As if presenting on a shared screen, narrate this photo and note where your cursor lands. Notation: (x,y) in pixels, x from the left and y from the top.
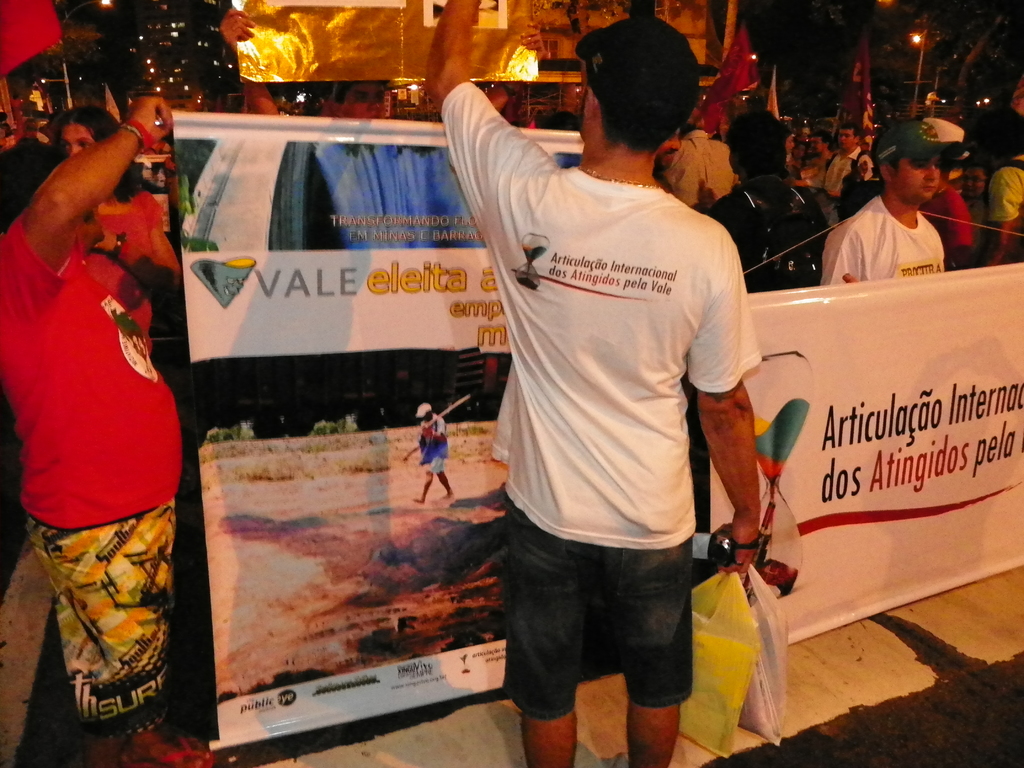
In this picture we can see a man (575,319) in the white t shirt (582,386) is holding polythene bags (710,646). In front of the man (604,371) there are banners (808,353) and groups of people (29,174) are standing, poles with lights (915,35), flags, building (163,27) and other things (926,87).
